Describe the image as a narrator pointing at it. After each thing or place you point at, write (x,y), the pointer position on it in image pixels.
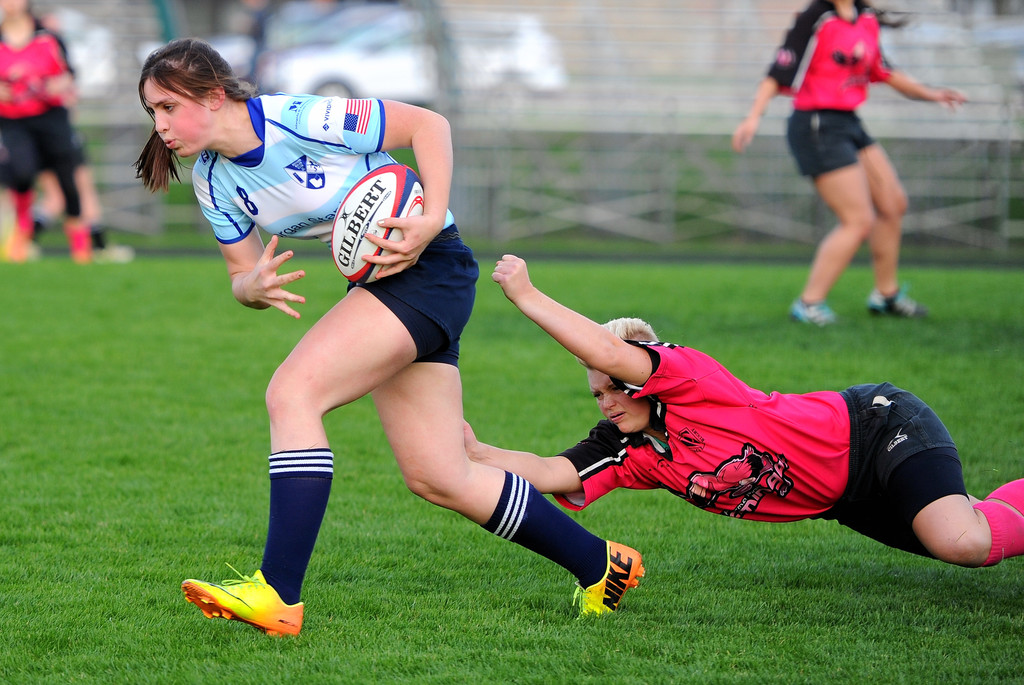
In this image i can see few persons (649,488) playing game there is a ball (375,202) in the image a woman (299,160) wearing a blue jersey (319,175) at the back ground (591,181) i can see a wall (680,164).
